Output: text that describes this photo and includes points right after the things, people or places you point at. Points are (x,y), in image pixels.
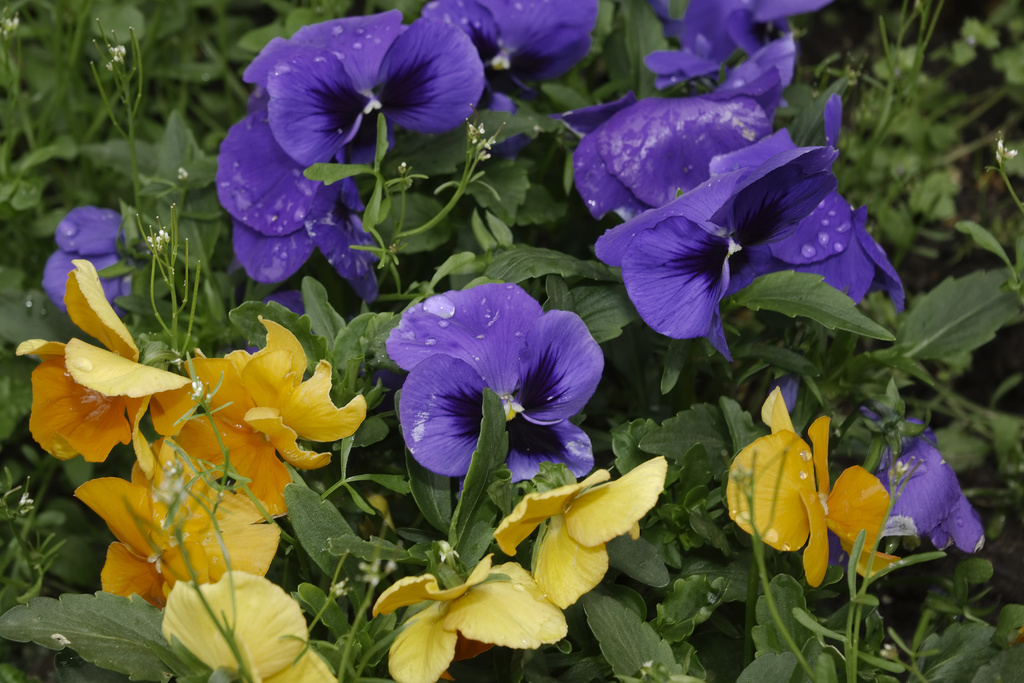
In this image there are plants (494,319). In the center of the image (494,319) there are violet and yellow flowers (395,121).
